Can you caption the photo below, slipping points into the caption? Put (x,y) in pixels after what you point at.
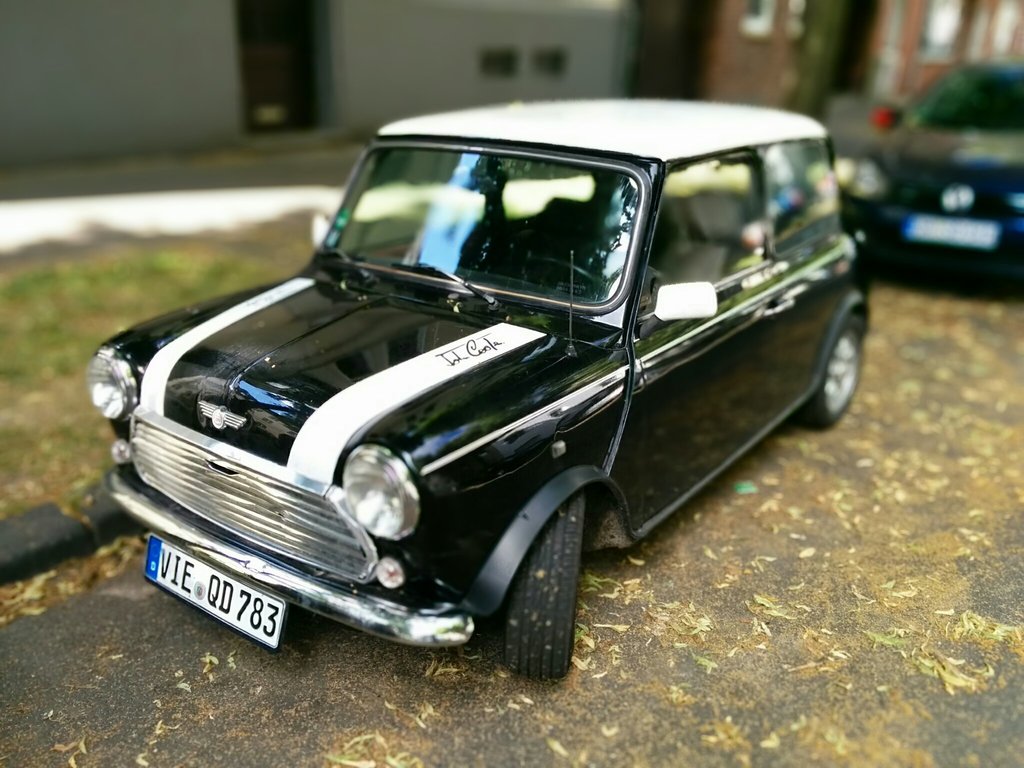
In the image there is a car (488,449) and the background of the car (129,404) is blur.
